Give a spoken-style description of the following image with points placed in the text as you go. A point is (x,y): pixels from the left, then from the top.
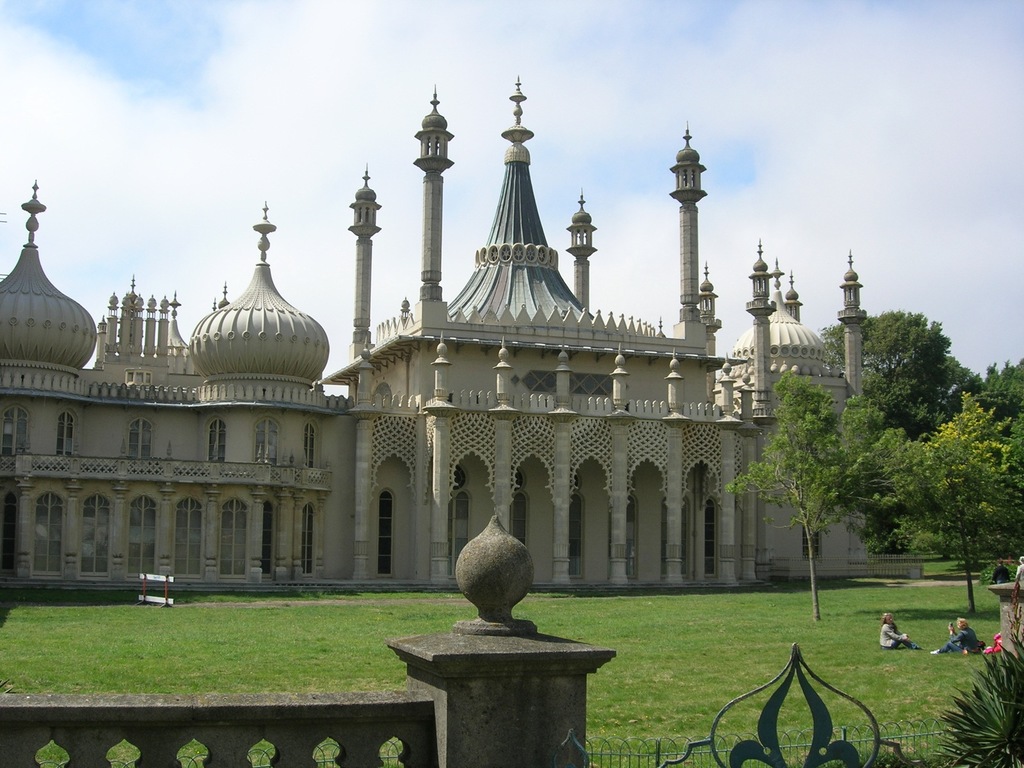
In this image I can see an open grass ground (650,651) and on it I can see number of trees (907,510) and two persons (944,653) are sitting. In the background (746,501) I can see a building (433,220), clouds (477,171) and the sky (548,206). On the bottom side of this image (395,715) I can see the wall (444,705), iron fencing (630,750) and a plant (1023,632). On the left side of this image (168,581) I can see few white colour boards (144,578) on the ground (162,673).
